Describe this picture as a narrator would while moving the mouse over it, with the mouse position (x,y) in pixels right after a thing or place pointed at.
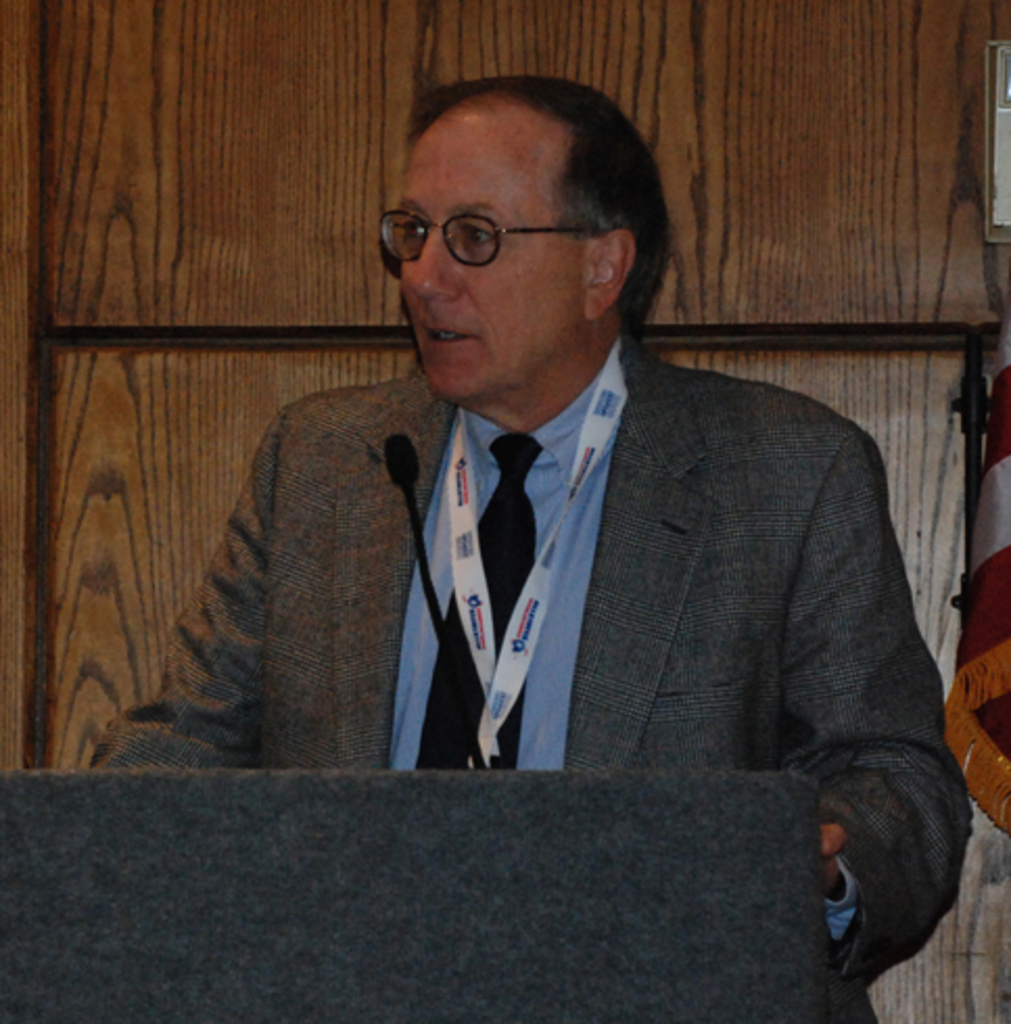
In this picture I can see there is a man (619,616) standing, he is wearing a blazer (694,541), tie (534,551), he has glasses (474,240), he has spectacles (456,247), there is a microphone (413,449) in front of him, there is a podium (498,983) in front of him. In the backdrop (257,412) there is a wooden wall (887,197) and it looks like there is a flag (995,642) at the right side (995,642).
